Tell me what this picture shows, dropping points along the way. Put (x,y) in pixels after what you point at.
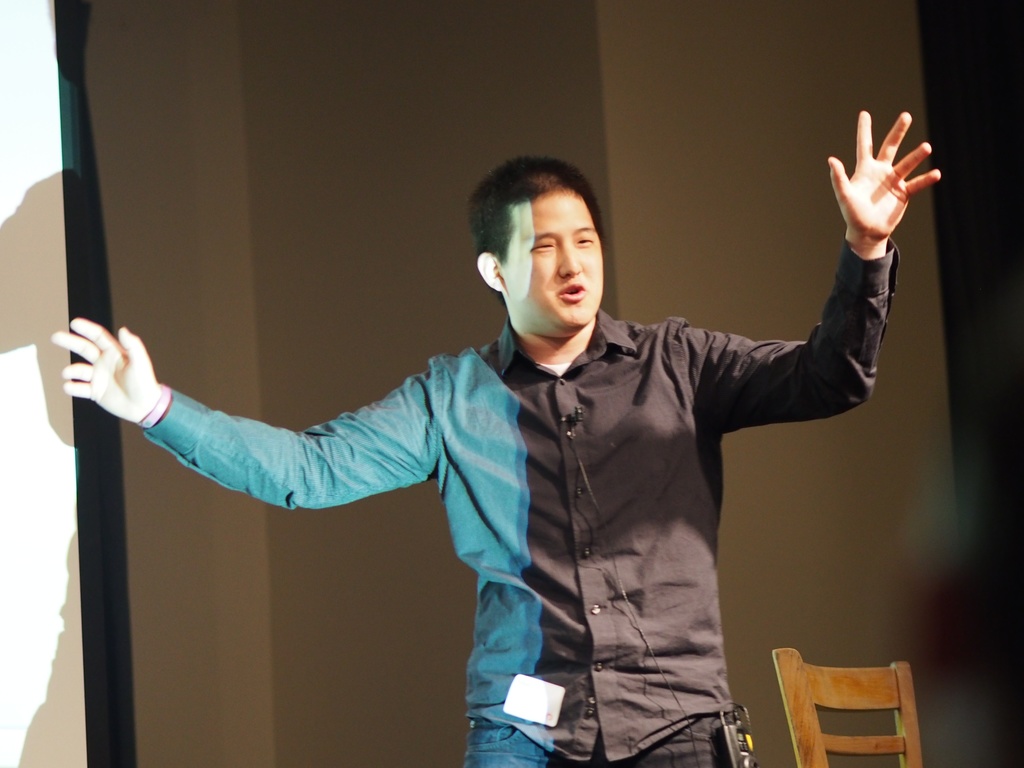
In the image in the center (671,447), we can see one person (582,494) standing. Beside him, we can see one chair (834,705). In the background (862,721) there is a wall (218,176) and board (62,384).
